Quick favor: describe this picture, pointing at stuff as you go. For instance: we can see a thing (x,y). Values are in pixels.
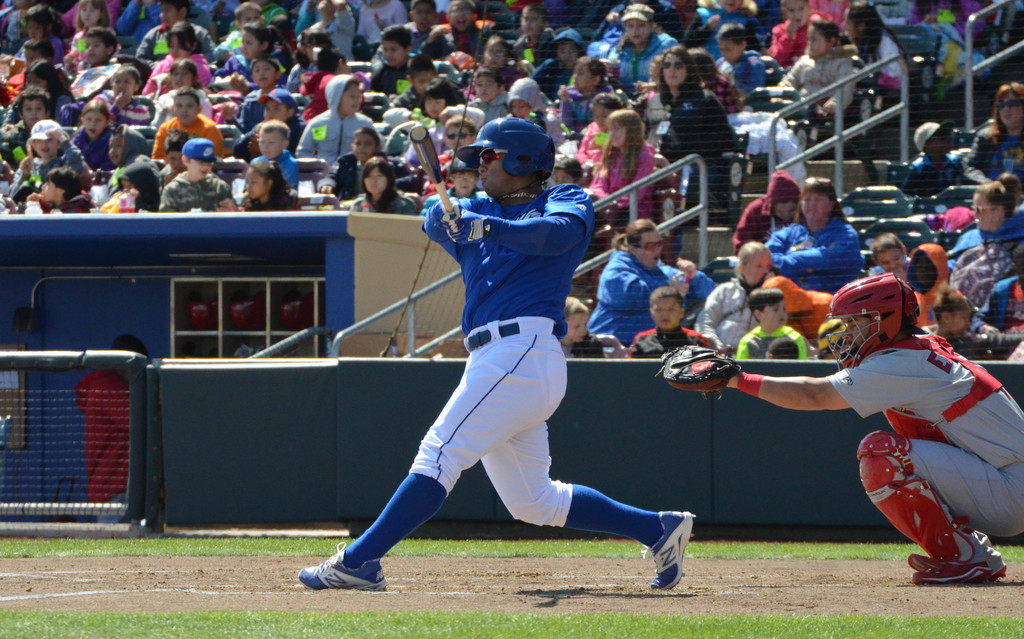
This picture is clicked outside. In the center (535,349) we can see a person (503,200) wearing T-shirt (498,256), holding a baseball bat (416,149) and seems to be standing on the ground (680,582). On the right (937,418), we can see another person (910,362) wearing red color helmet (891,299), gloves (721,379) and squatting on the ground (1015,539). In the background (406,73), we can see the group of people (416,109) sitting on the chairs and we can see the metal rods (1007,52), net (93,404) and some other items (251,316).
